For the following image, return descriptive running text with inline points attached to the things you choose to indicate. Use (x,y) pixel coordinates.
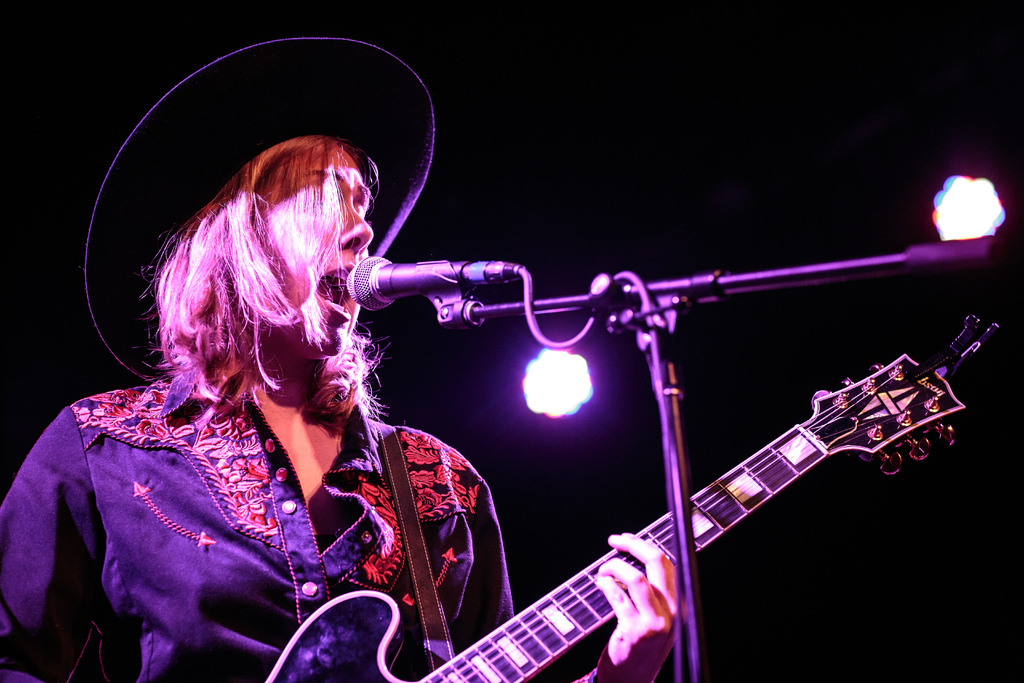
In this picture we can see a woman (216,435) playing a guitar (526,625) and also singing as we can see her mouth (331,309) in front of a microphone (395,287), we can also see microphone stand (678,552) here, the woman (354,197) wore a hat (268,113), in the background (558,374) we can see some lights (561,389) here.
